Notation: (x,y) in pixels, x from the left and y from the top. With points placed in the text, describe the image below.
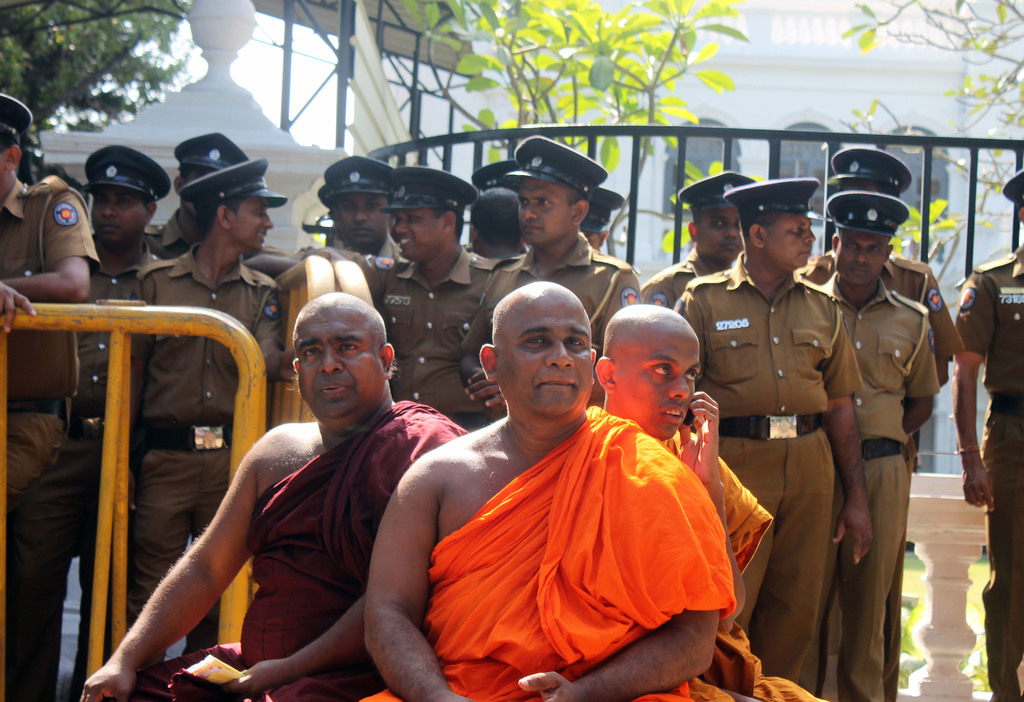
In the center of the image (604,364) we can see three persons (570,558) are sitting and they are in different costumes (577,614). Among them, we can see two persons (345,609) are holding some objects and one person (683,584) is smiling. In the background (695,92), we can see one building (682,92), fences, trees (721,82), few people (923,314) are standing and a few other objects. And they are in different costumes (764,438) and we can see they are wearing caps (854,219).
